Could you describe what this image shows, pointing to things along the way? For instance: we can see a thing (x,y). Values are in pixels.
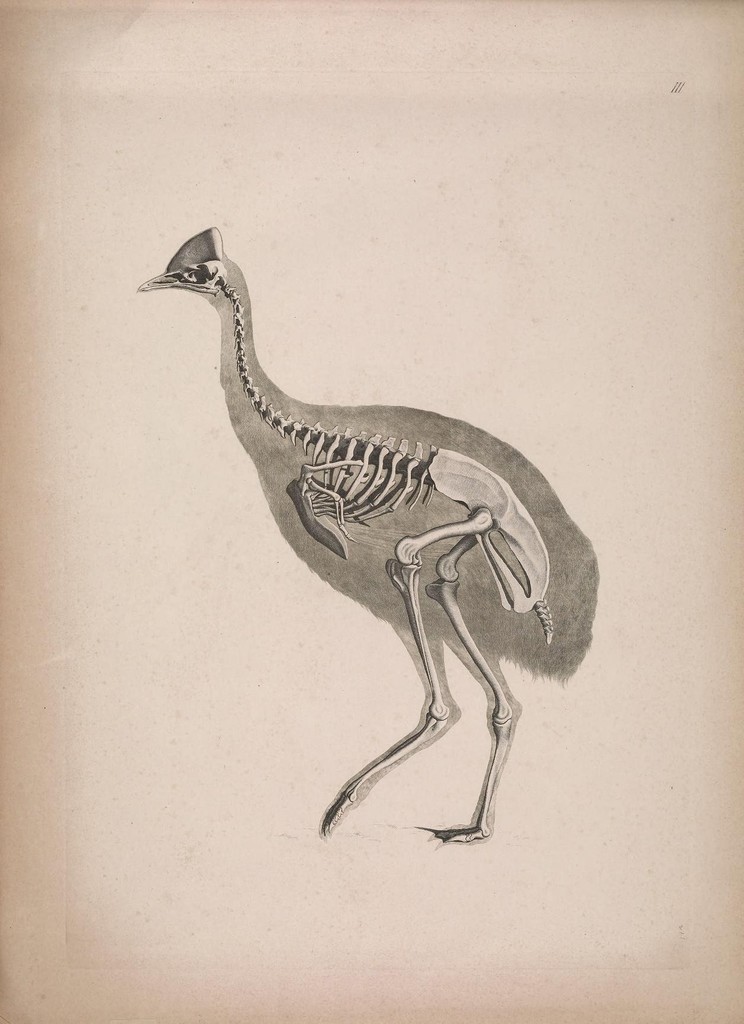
In the foreground of this image (552,503), there is a skeleton (340,509) of a bird (531,514).
